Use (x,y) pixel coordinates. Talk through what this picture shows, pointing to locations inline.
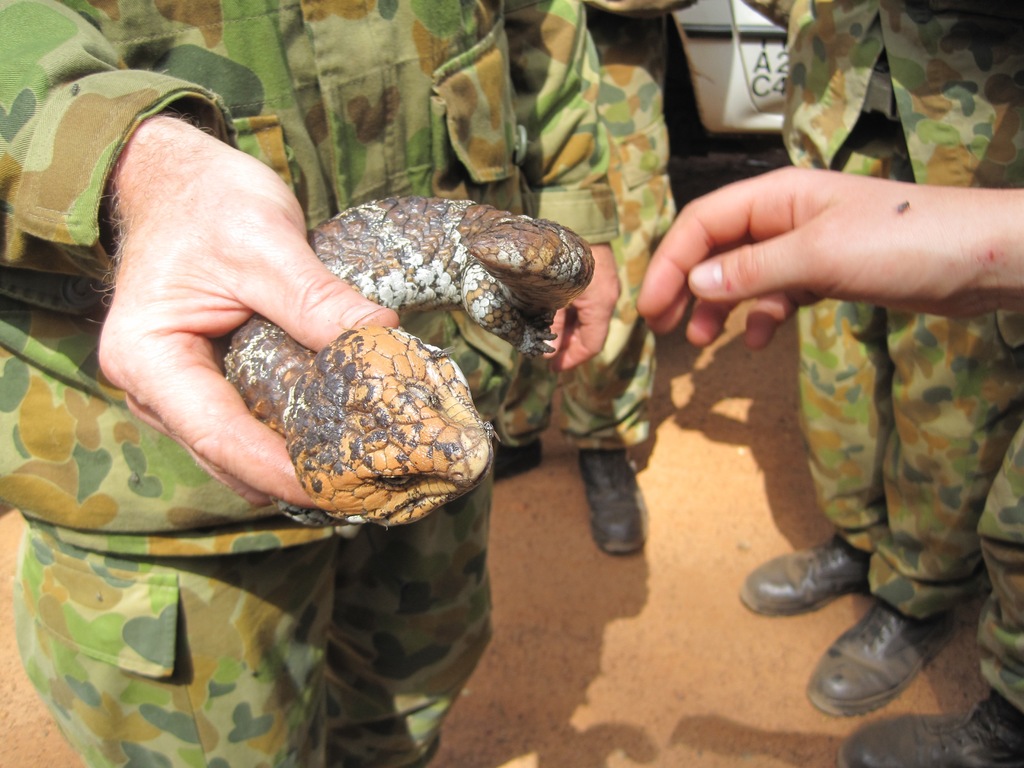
This picture describes about group of people (605,333), in the left side of the image (179,300) we can see a man (217,359), he is holding a reptile (291,398) in his hand (222,316).
